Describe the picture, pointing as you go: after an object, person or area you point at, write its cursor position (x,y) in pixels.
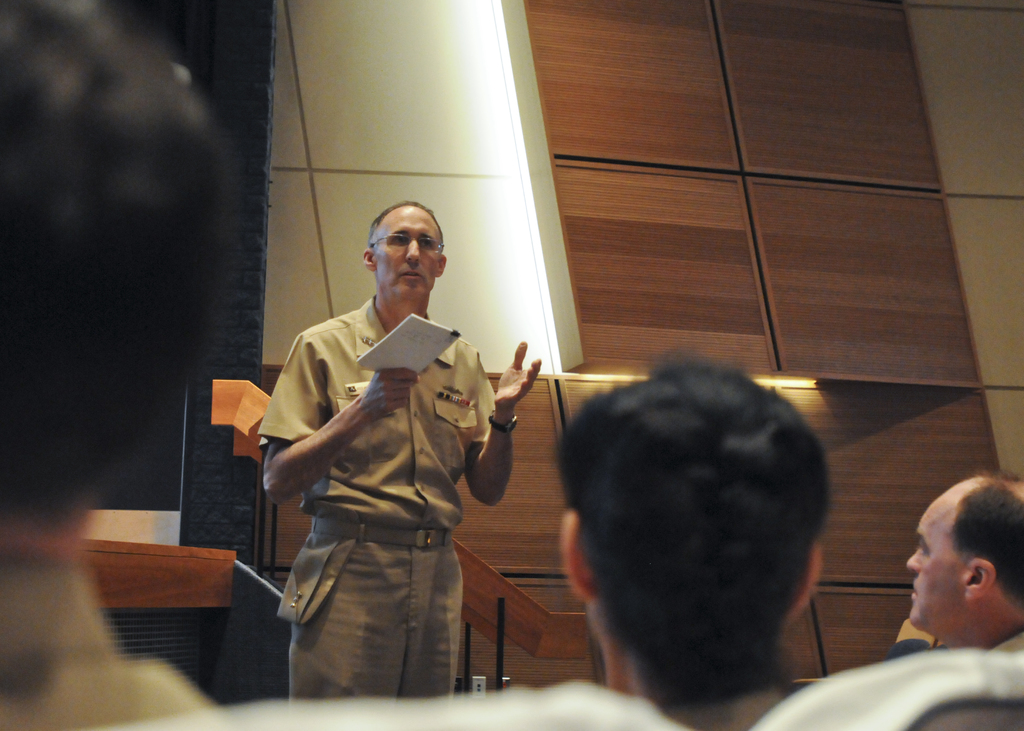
This image consists of four persons (405,505). In the front (382,487), we can see a man (484,463) holding a book (396,356) and standing. In the background (589,149), it looks like a wall (549,239). And we can see the wooden planks (715,329).
